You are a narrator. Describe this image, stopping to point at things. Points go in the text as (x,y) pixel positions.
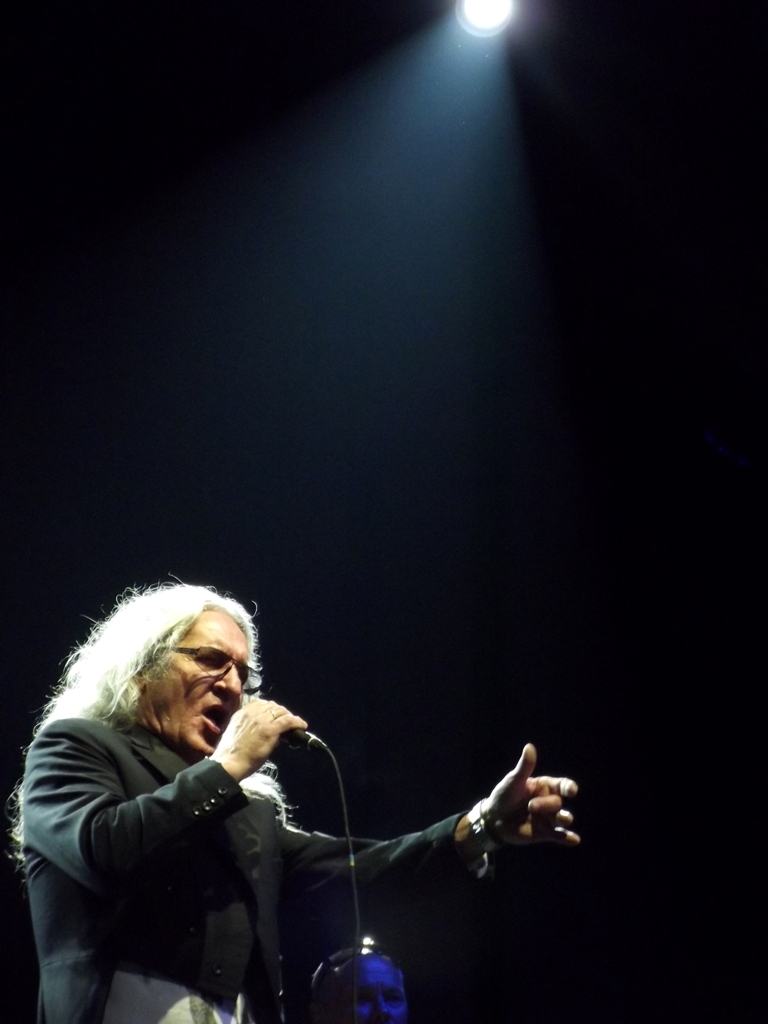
In this image I can see a person (214,934) wearing black color dress (244,916) and holding a microphone (291,737), background (477,46) I can see a light (492,34).
